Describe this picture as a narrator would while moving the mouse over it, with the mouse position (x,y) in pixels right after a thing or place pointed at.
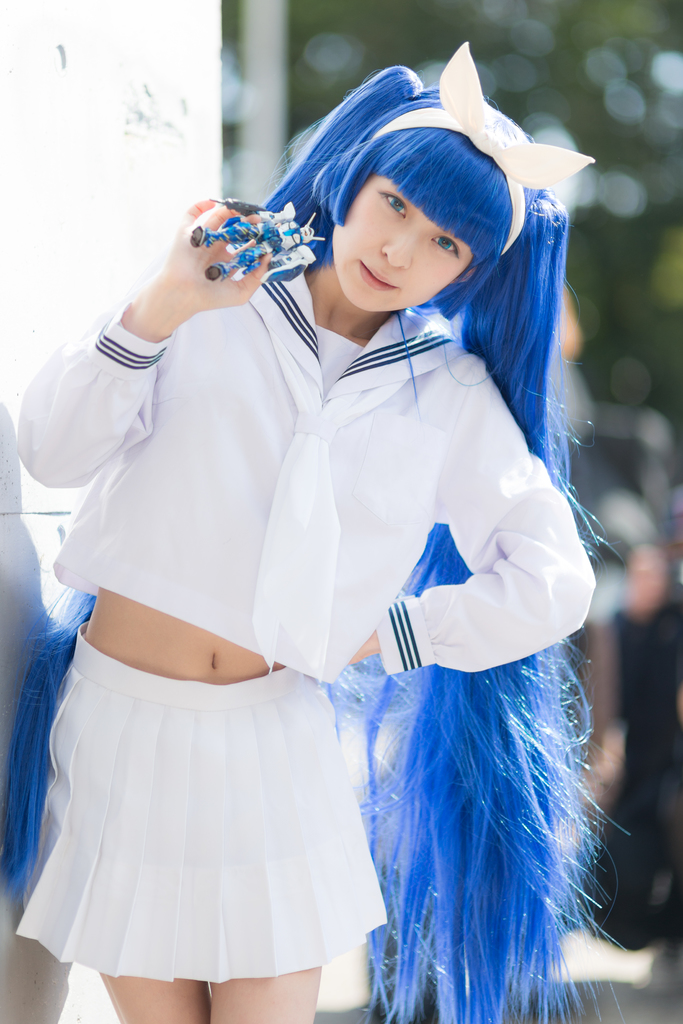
In this picture there is a woman (272,557) standing and holding a toy (284,243) and we can see wall (79,124). In the background of the image (510,92) it is blurry.
